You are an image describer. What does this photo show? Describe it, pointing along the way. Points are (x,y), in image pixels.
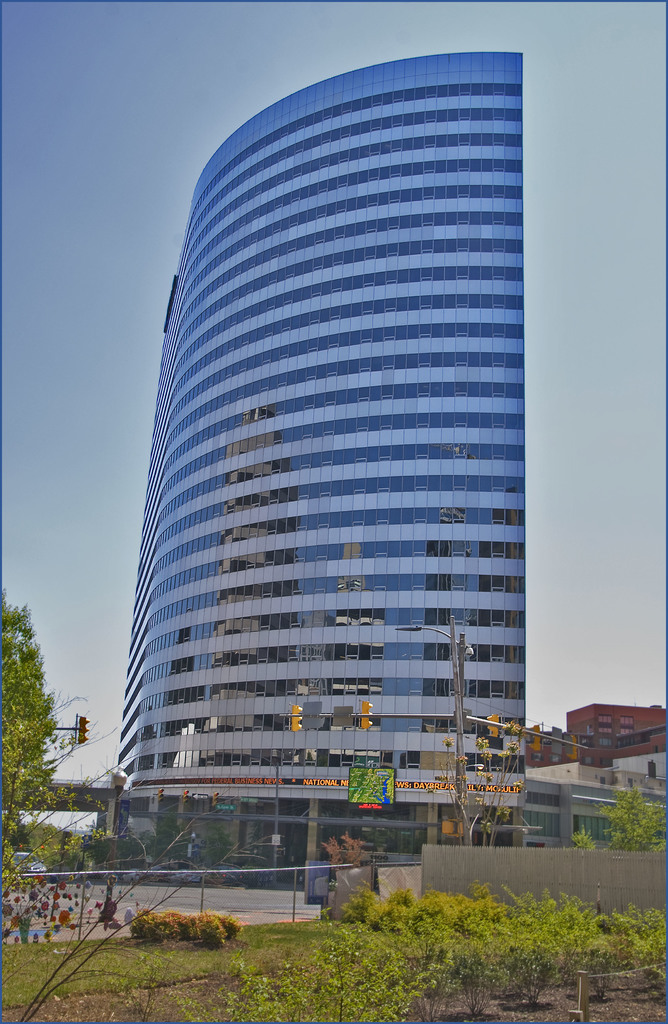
In this image we can see some buildings (288,825). We can also see some trees (131,861), plants (410,912), a metal fence (89,929), a vehicle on the road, the traffic lights (495,731), a street pole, a wooden fence (589,897) and the sky (57,470).
